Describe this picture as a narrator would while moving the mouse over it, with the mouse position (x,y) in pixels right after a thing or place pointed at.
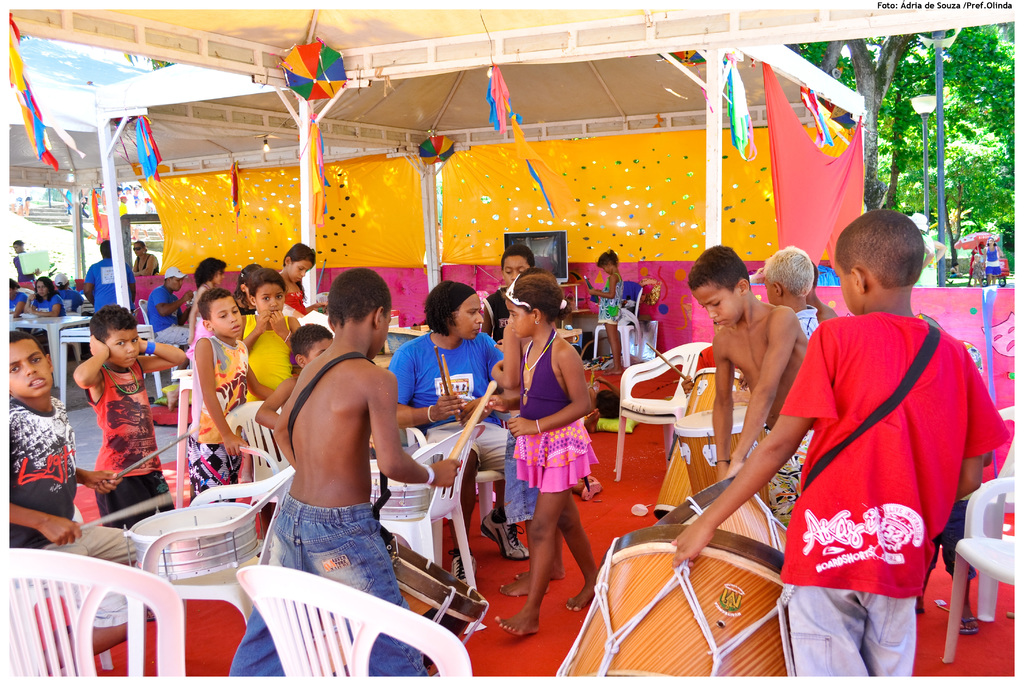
Few persons (545,415) are standing and few persons (411,370) are sitting on the chair (35,592). We can see musical instruments (422,560) and chairs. On the background (367,206) we can see tent (774,32).
